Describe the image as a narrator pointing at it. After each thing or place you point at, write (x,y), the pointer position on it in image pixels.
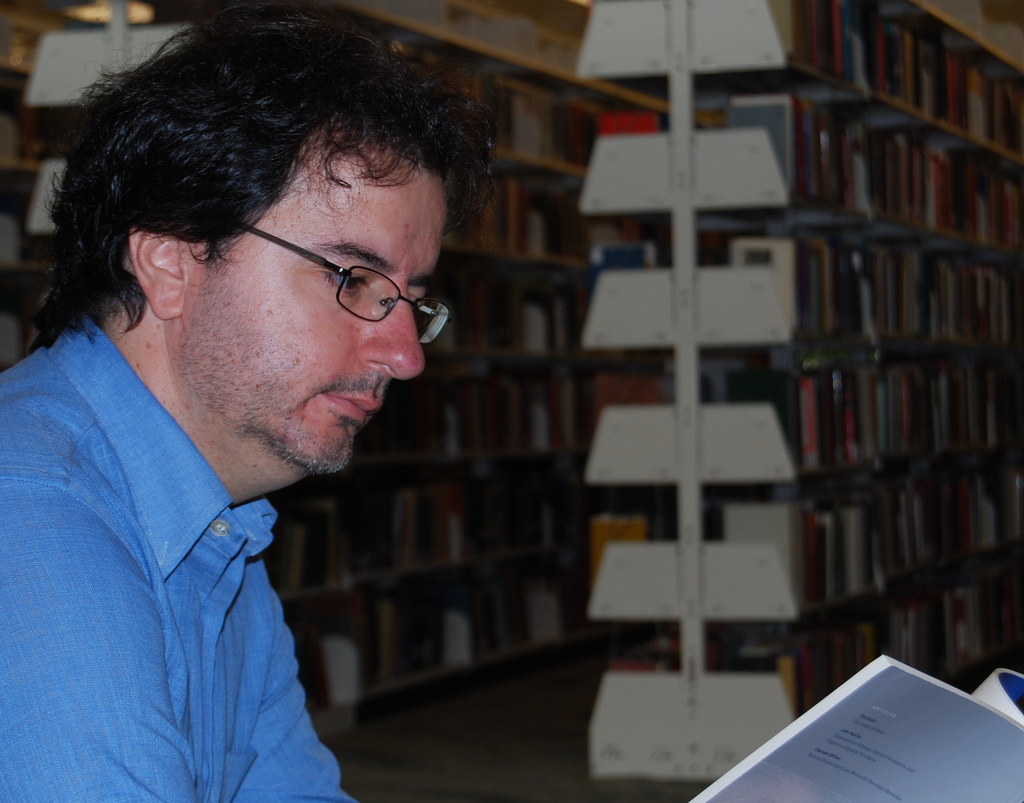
In this image I can see the person (192,483) is holding the book (890,701). The person (254,688) is wearing blue color dress (230,530). Back I can see few book racks (725,192).
